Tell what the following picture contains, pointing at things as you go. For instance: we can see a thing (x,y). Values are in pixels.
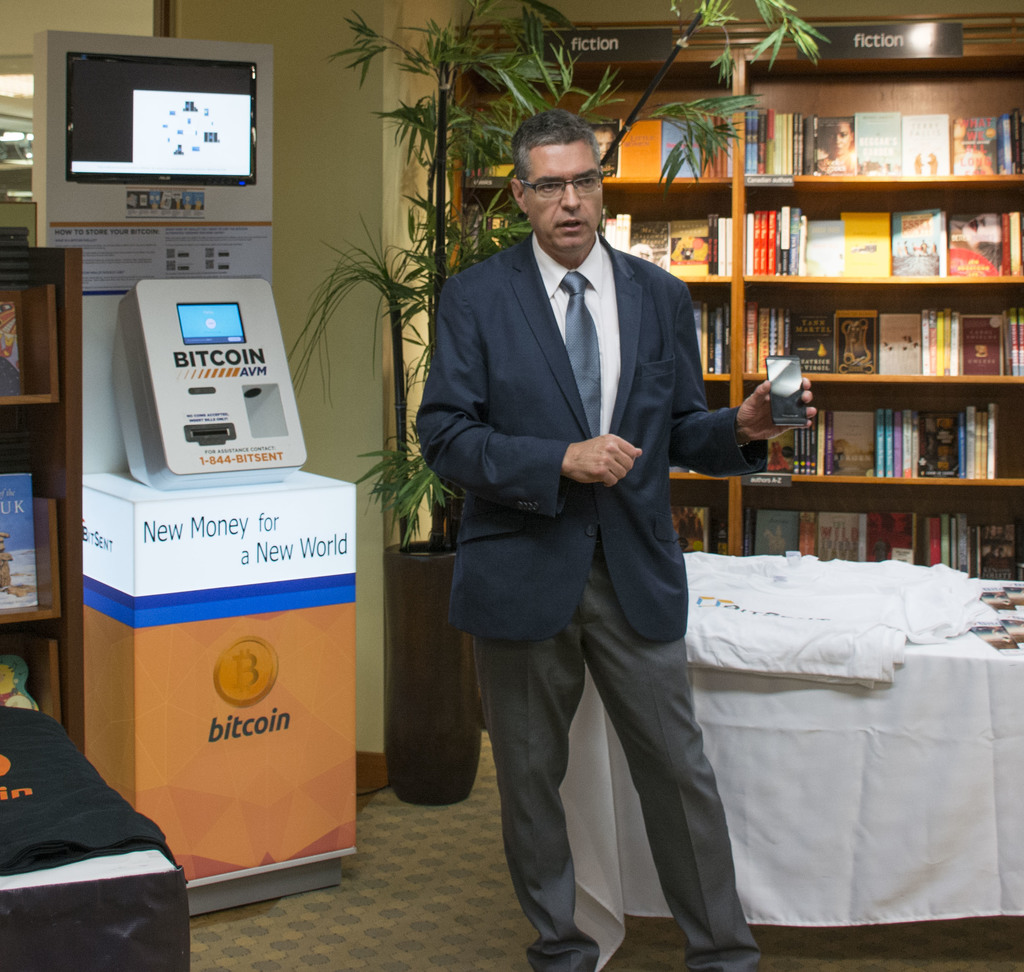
In the foreground (597,213) I can see a person (625,295) is standing on the floor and holding a mobile (774,386) in hand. In the background (645,895) I can see a table (994,731), cupboard (768,295) in which books (857,362) are there, houseplant (449,57), PC (186,182), machine (262,447) and a wall (315,449). This image is taken in a room (373,755).
